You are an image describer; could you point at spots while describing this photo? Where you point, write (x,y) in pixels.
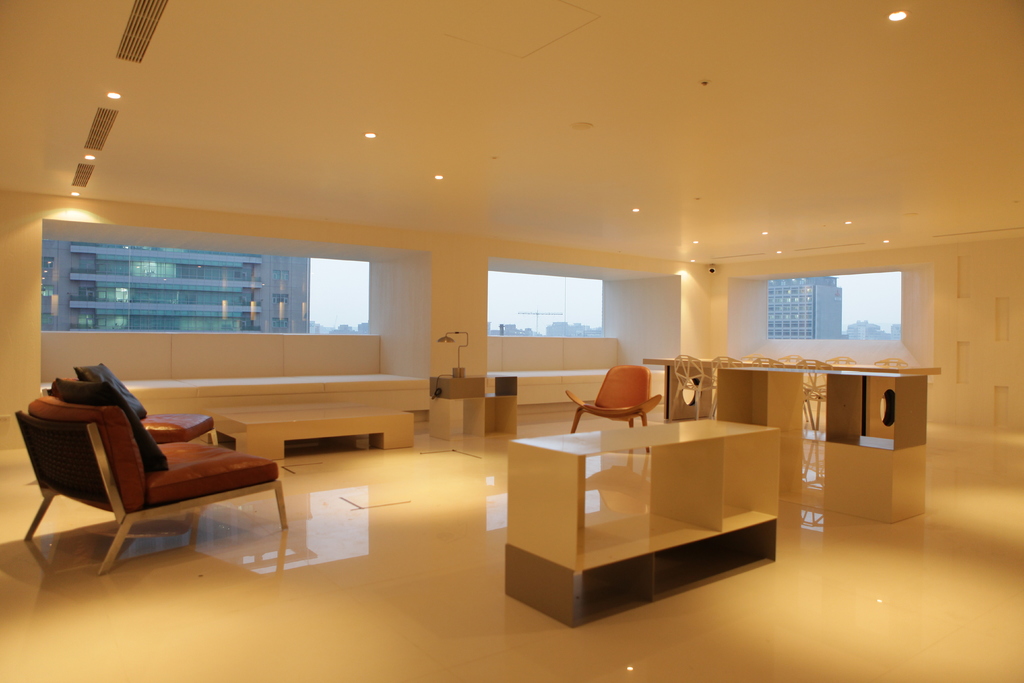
At the top (905,221) we can see the ceiling (702,142), air ducts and the lights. In this picture we can see the glass windows (892,302), floor (642,613), chairs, platforms (793,461) and few objects (837,438).
